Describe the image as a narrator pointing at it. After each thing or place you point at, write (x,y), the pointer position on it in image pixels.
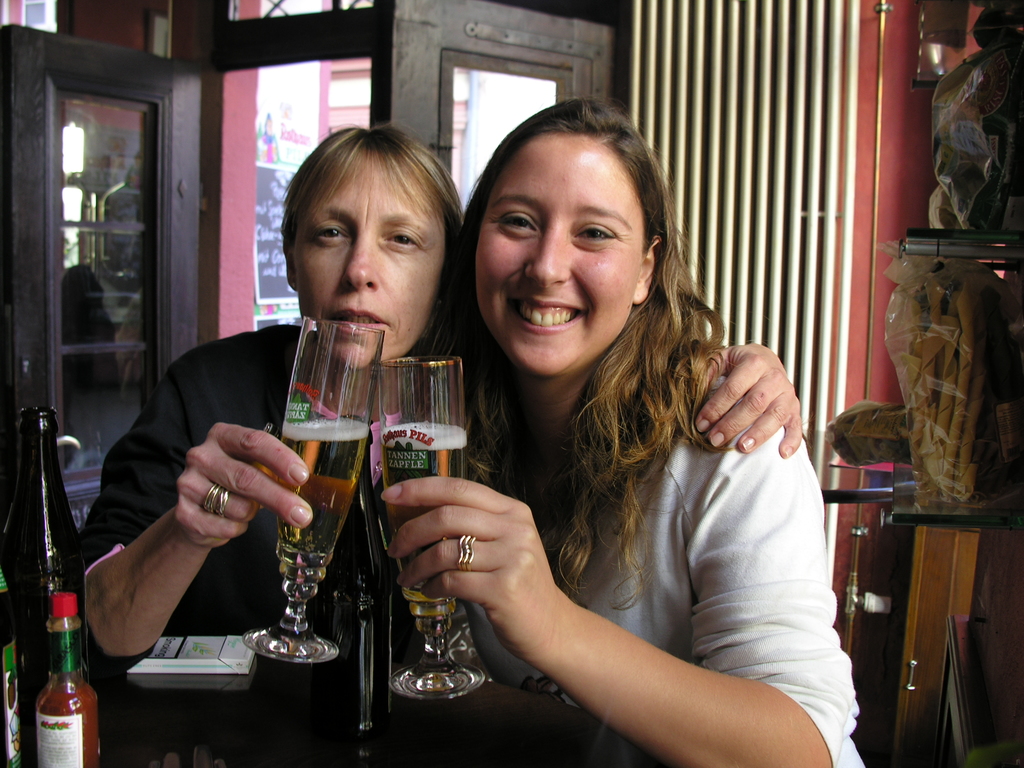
In this image, there are two people (263,550) holding glasses (325,554). We can also see some objects (61,598) like bottles (77,672) on the surface (499,683). We can see some glass doors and the wall (920,218) with some pipes (836,44). We can also see some objects (960,382) in covers (960,261). We can also see some wood (960,608) on the bottom right (1000,584).
